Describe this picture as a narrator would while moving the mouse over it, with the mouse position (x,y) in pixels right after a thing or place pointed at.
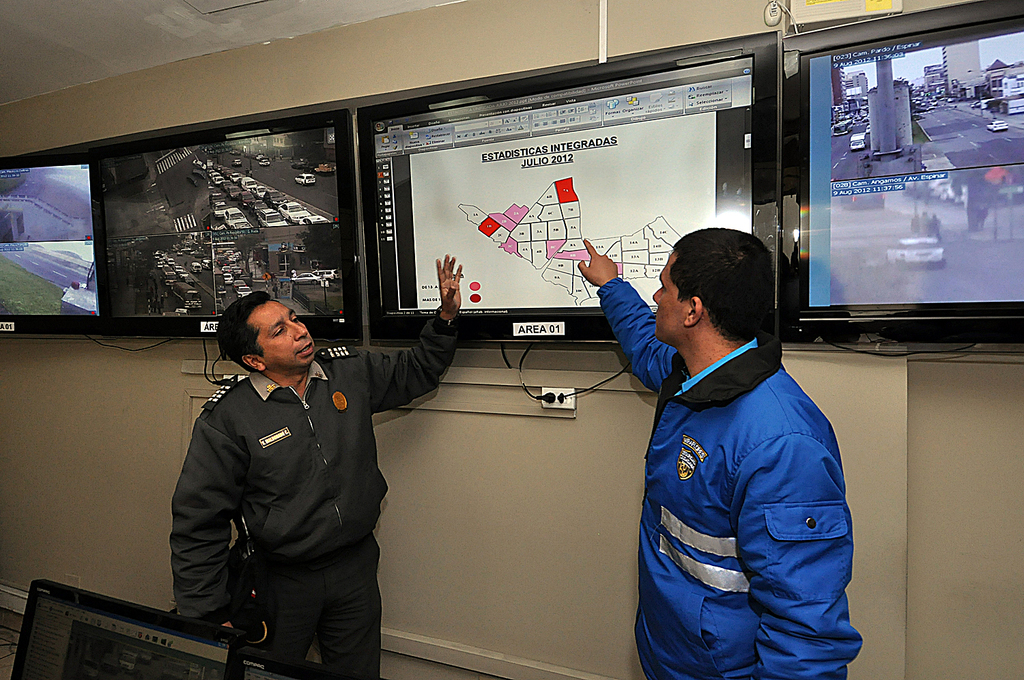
In this picture we can see two men (719,492) standing here, there are some screens (476,226) here, in the background (581,469) there is a wall (541,461), we can see a switchboard (563,398) here, in this screen (297,257) we can see some cars (263,210).
